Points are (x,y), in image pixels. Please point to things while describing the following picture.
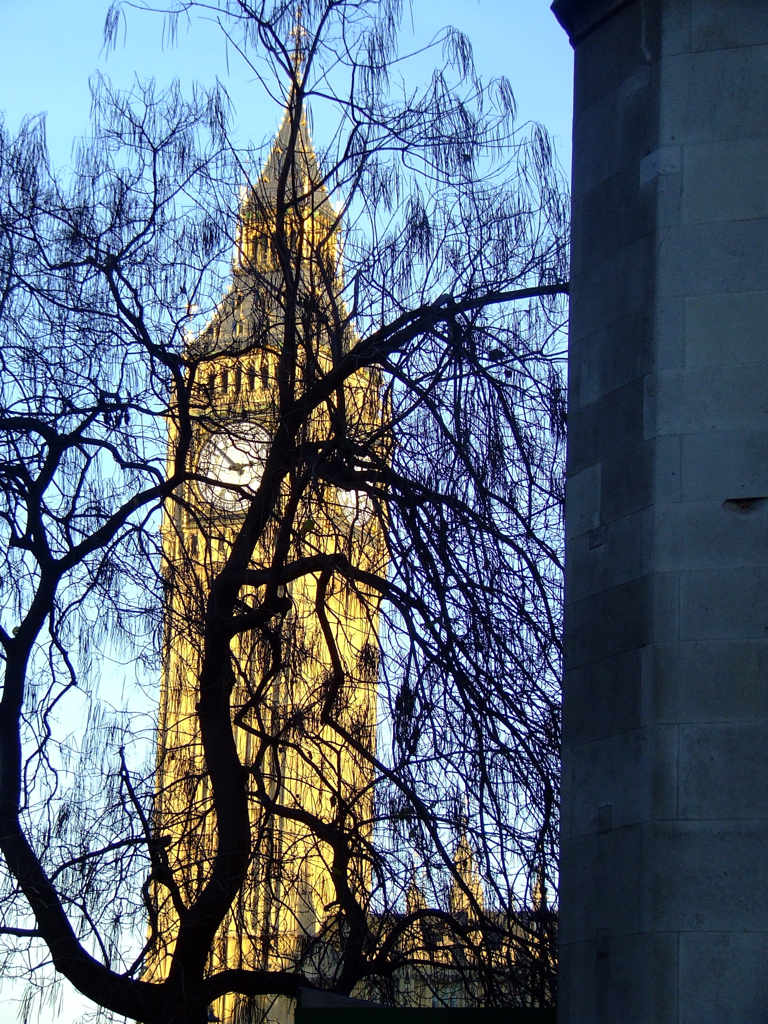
In this image on the right side (624,656) I can see the pillar (619,850). I can see the tree (227,598) and the clock tower (249,336). In the background (113,72), I can see the sky (66,75).
